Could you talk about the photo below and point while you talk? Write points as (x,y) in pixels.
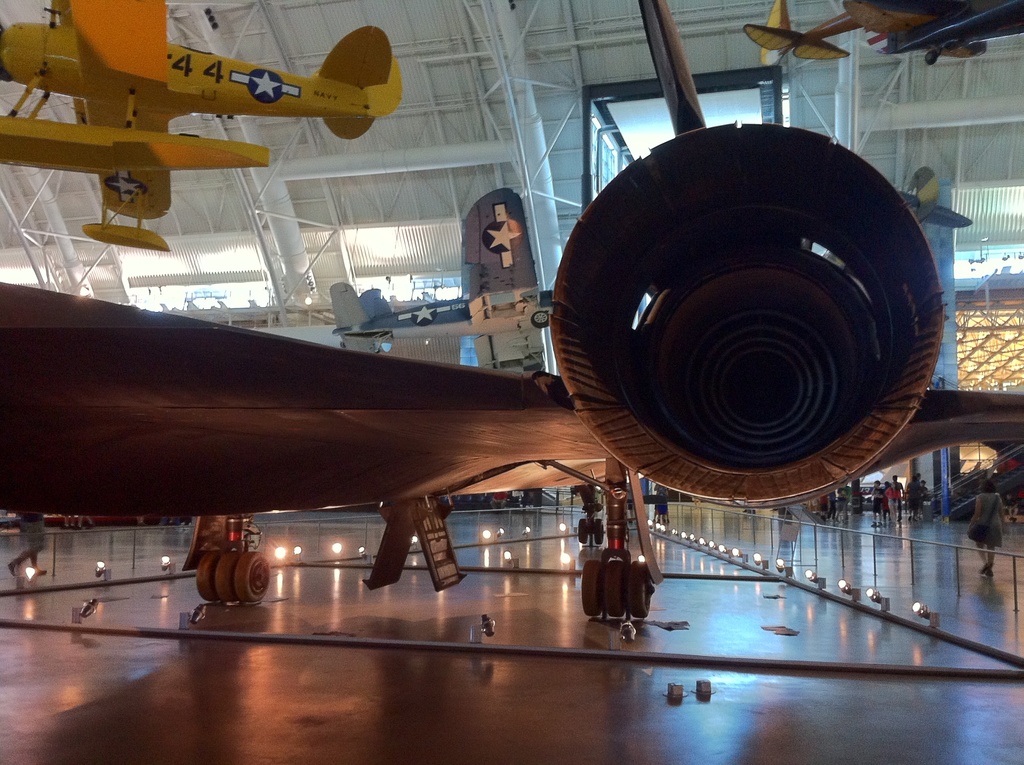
In this image I can see an aircraft's (133,488) which are in grey and yellow color. These are inside the building (298,137). On the top (391,26) I can see the roof (416,30).
